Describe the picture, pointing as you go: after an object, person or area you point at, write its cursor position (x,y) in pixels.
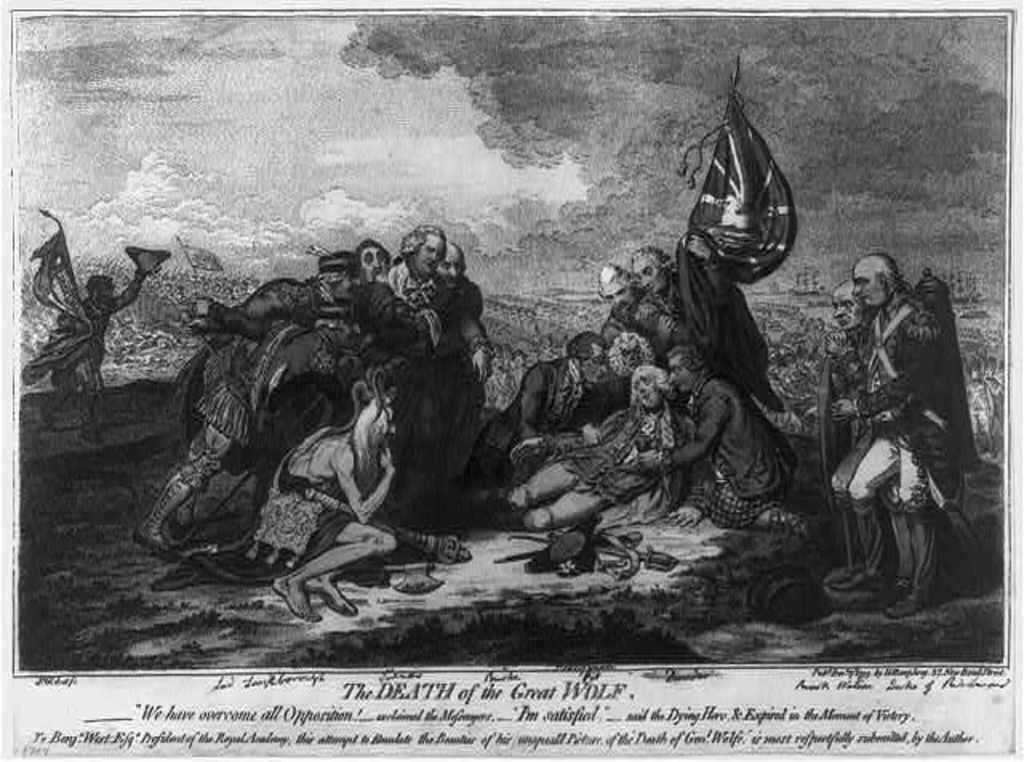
This is a black and white image, in this image at the bottom (406,708) there is some text (536,723) written and in the center (381,355) there are some people (270,349) who are standing and some of them are sitting and one person (89,309) is holding a flag (77,286) and running. And in the center (567,475) there is one person (621,441) who is lying and also there is one person (706,239) who is holding a flag (749,212). In the background (165,273) there are some soldiers (165,273), ships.
